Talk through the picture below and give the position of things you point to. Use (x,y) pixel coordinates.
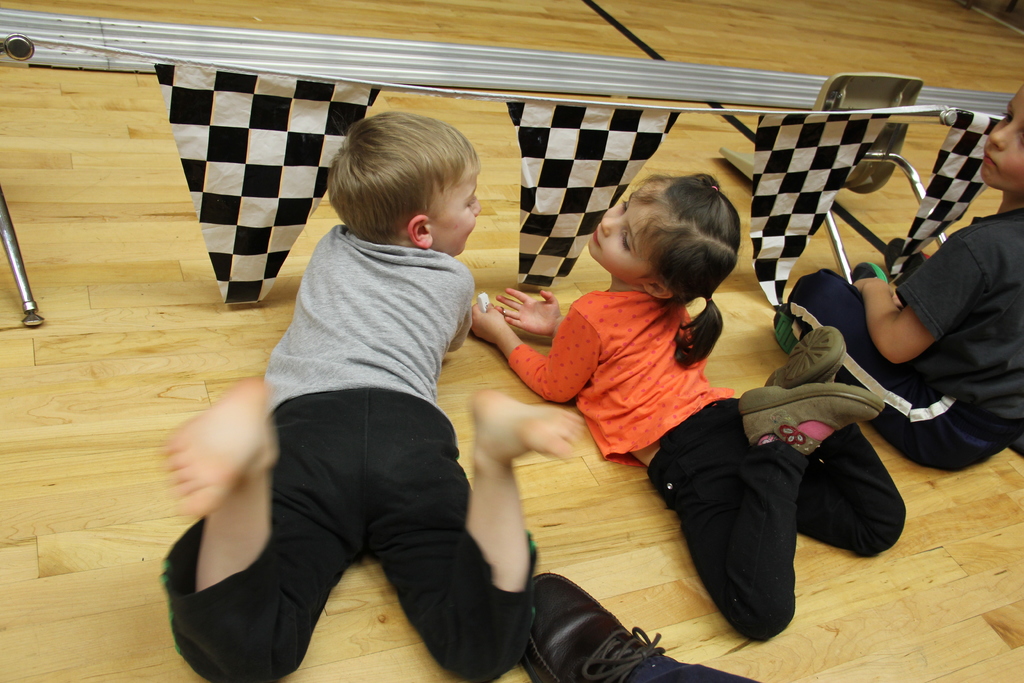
In this picture we can see a kid (896,296) sitting and two kids (655,422) laying, there are flags (908,248) here, at the bottom (536,473) we can see a wooden floor (142,384).
